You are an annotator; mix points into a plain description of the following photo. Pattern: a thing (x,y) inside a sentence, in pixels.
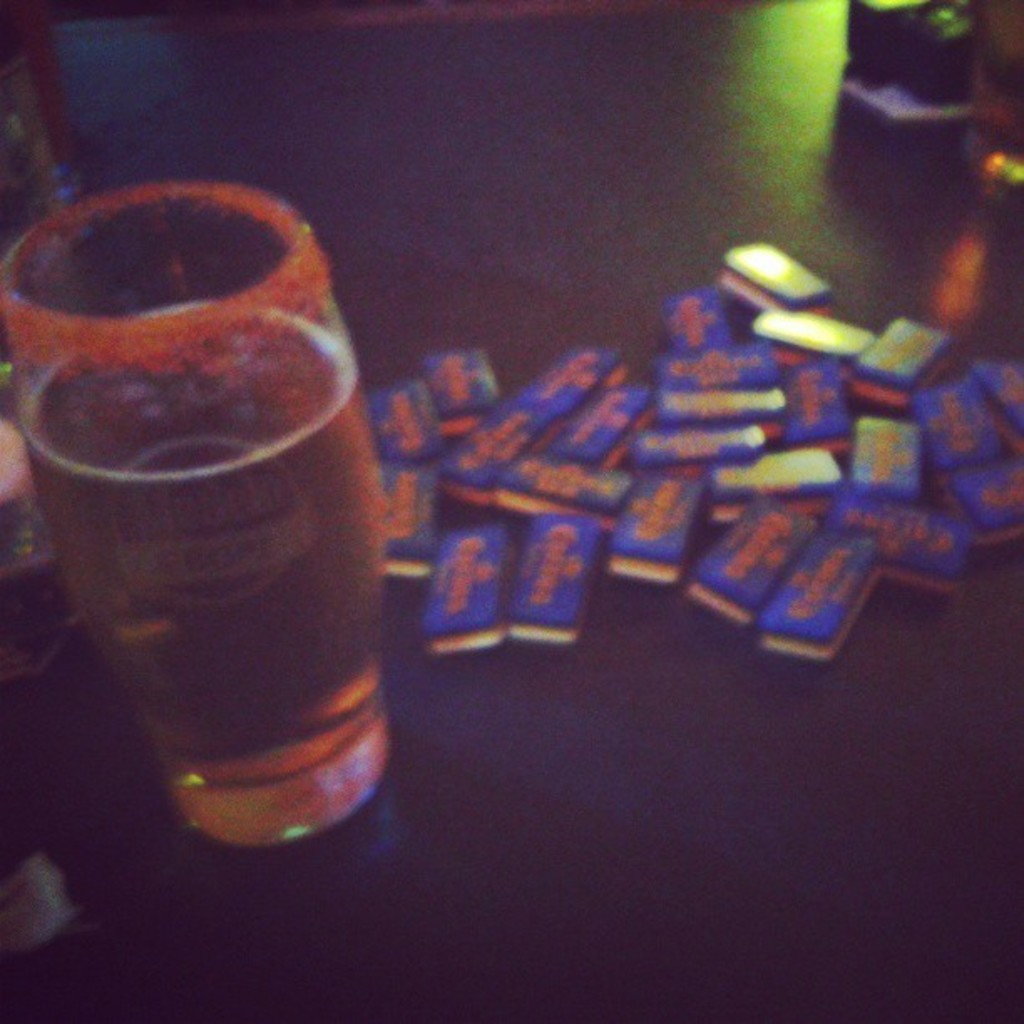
In this image I can see on the left side (231,259) there is a beer glass (320,640). On the right side (962,475) it looks like there are chocolates (734,469).
